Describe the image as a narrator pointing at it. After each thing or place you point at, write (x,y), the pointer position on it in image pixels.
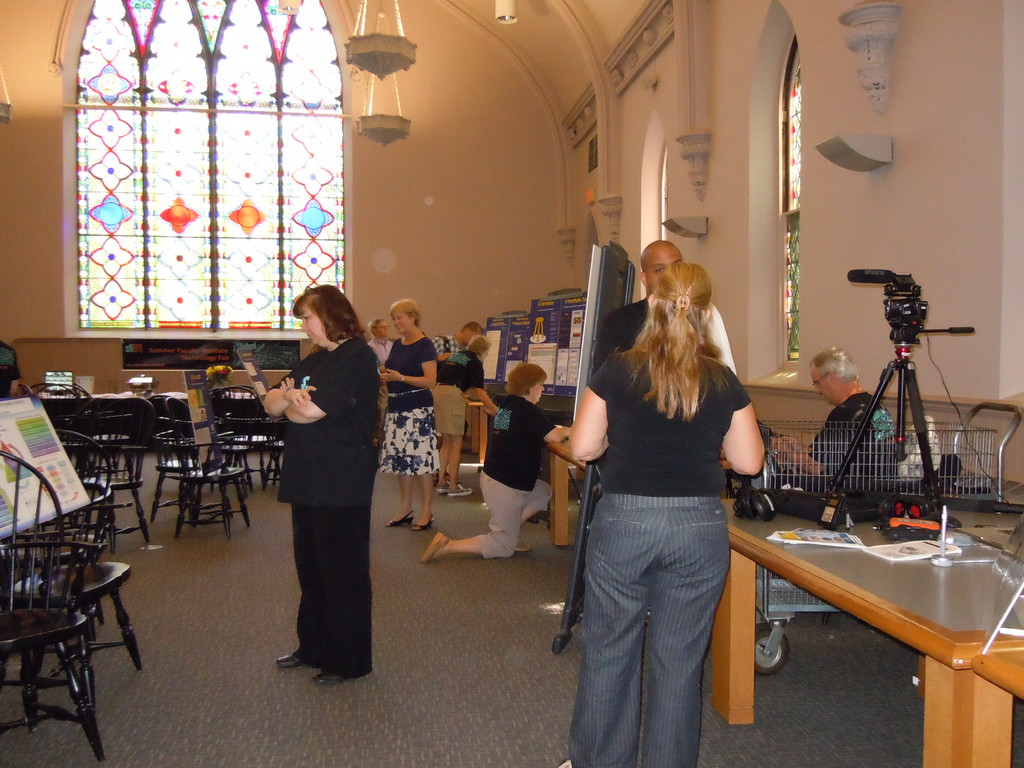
In this image we can see these people (598,537) are standing on the floor (458,531). Here we can see tripod stand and a few things (966,538) kept on the wooden table (858,608). Here we can see the boards (596,307), chairs (32,625), tables (171,398), something hanged to the ceiling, light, glass windows (252,128) and the wall (513,206) in the background (482,272).
